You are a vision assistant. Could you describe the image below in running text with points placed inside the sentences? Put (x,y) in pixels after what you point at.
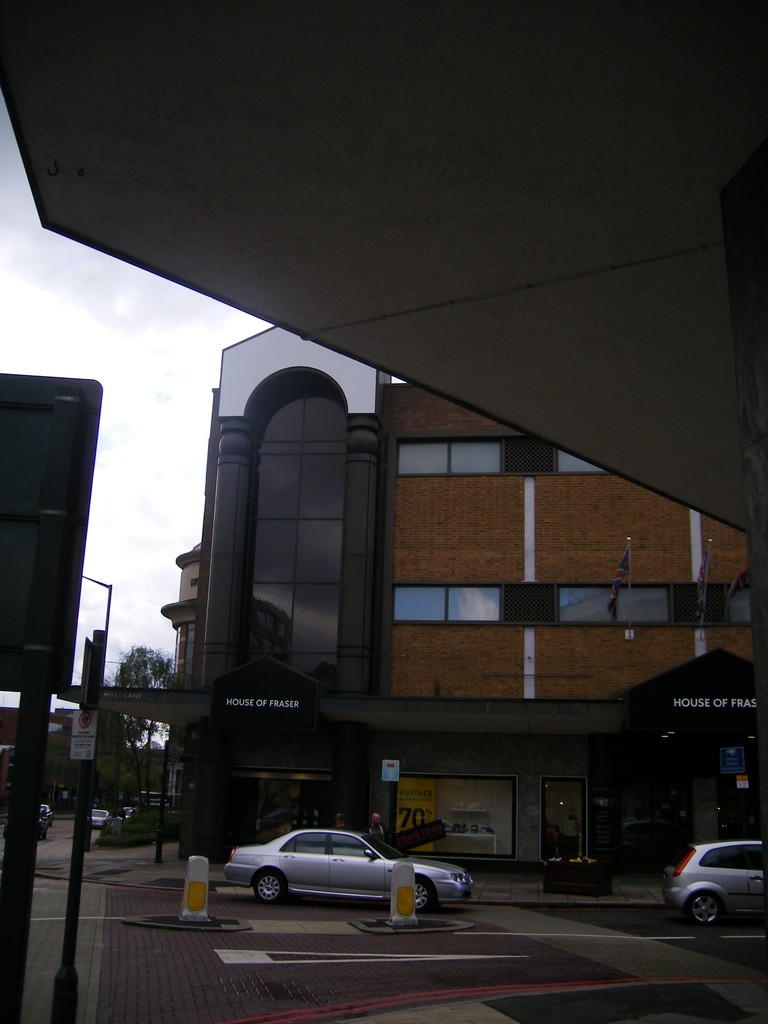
This picture is clicked outside. In the center (399,466) we can see the cars (718,884), buildings (481,767) and poles (17,757) and some other objects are placed on the ground (530,903). In the background (173,527) we can see the sky (155,393), tree (159,662) and buildings (187,594).
